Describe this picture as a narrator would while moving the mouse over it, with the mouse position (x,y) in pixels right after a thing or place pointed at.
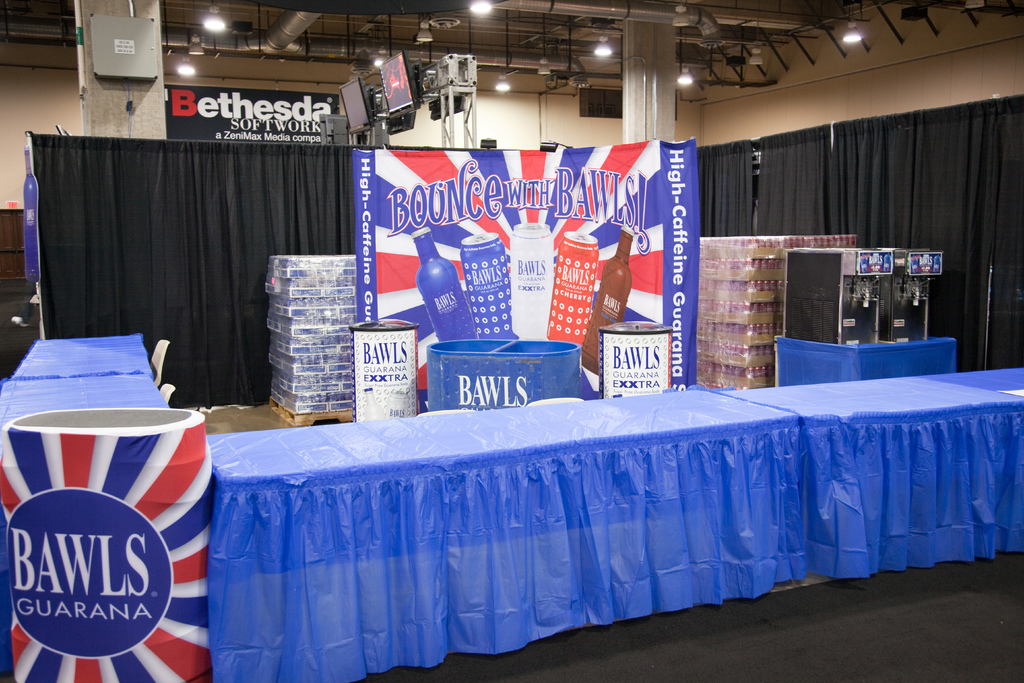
In this image there are tables (558,476), there are clothes (574,492) on the tables (361,494), there is a board (523,240), there is text (417,222) on the board (492,213), there are curtains (218,223), there are pillars (114,87), there are televisions (361,96), there is the roof (459,45) towards the top of the image (438,26), there are lights (216,30) on the roof (273,58), there is the wall (267,59), there are chairs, there are objects (466,384) on the ground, there are objects (847,307) on the table (849,346).
